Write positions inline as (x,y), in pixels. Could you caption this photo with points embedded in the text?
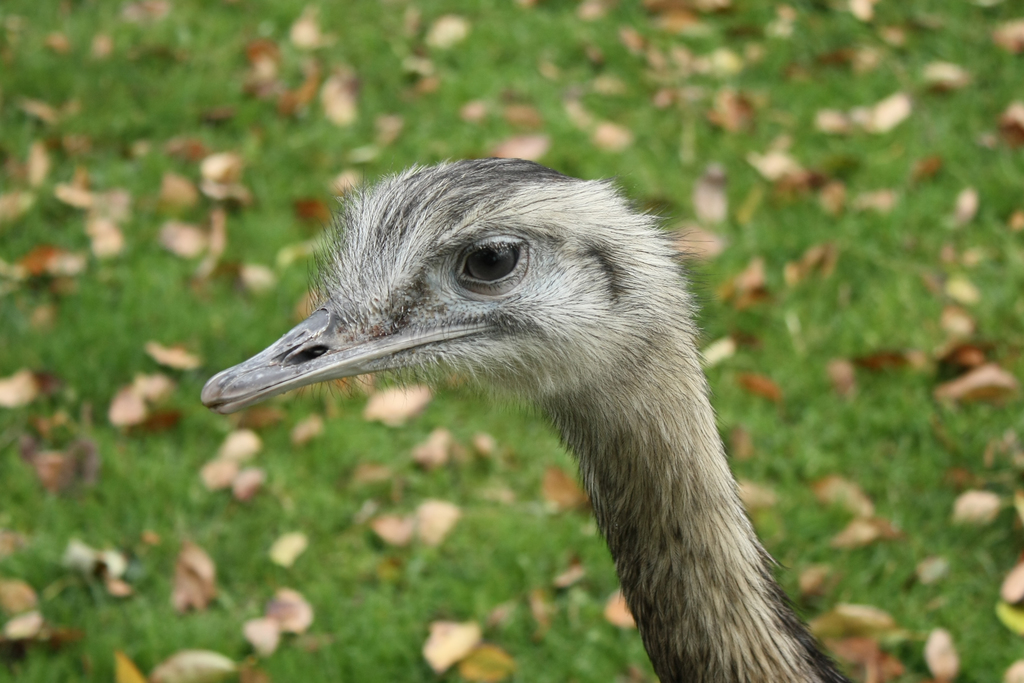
In this image I can see a bird (412,329). It has a black color eye (479,264), at the back (225,474) there are dried leaves (404,409) in the grass (332,482).
